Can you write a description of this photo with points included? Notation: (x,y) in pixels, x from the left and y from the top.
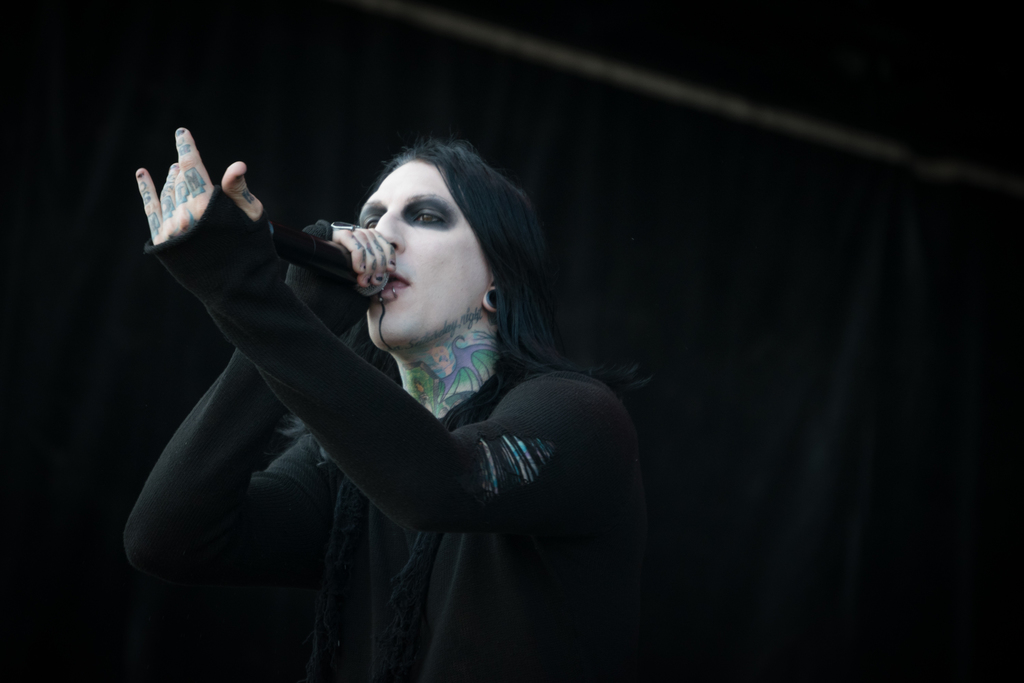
In the image I can see a person (389,315) holding a mic (325,272) and wearing black dress (559,443). Background (958,85) is in black color.
